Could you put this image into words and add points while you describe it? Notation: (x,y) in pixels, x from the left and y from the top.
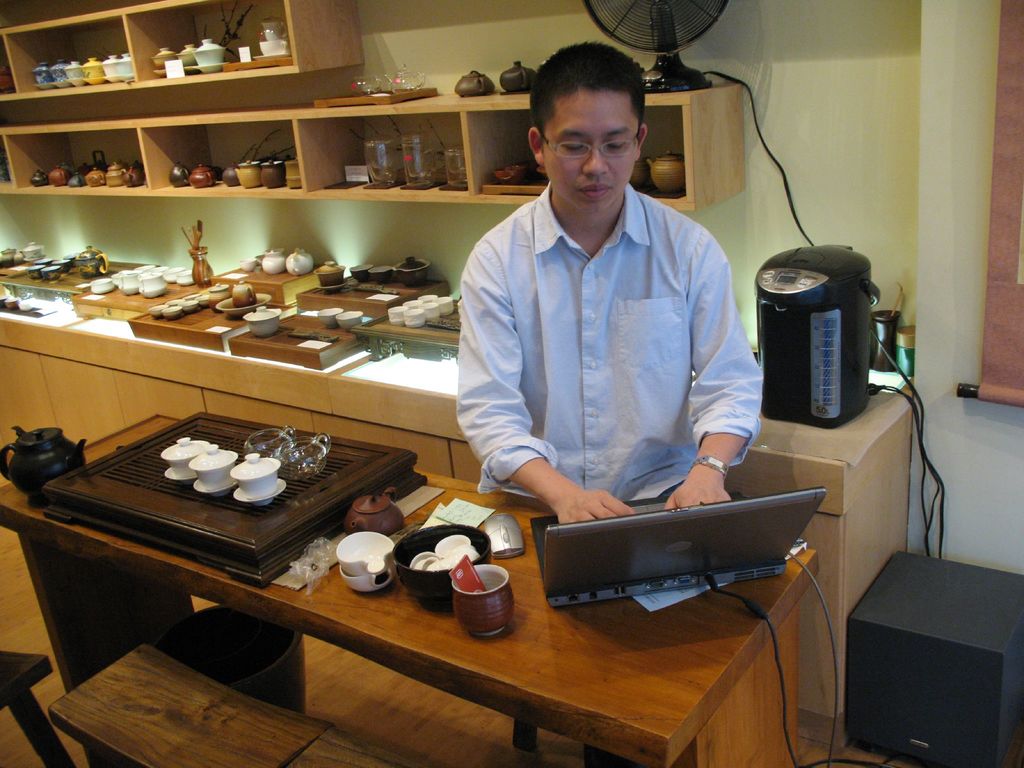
In this image there is a person (564,458) sitting and working on the laptop (641,568) which is on the table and there is a mouse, kettle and some other objects (333,514) on it, beneath the table (321,629) there are stools (218,692) and other object (269,654). Back of the person (485,281) there are few objects (331,312) arranged neatly on the platform (389,344), above the platform (365,316), there are some stuff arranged in a cupboard (141,88) and there is a table fan (669,76). On the right bottom side (947,681) there is an object (932,693) on the floor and some cables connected to it.
